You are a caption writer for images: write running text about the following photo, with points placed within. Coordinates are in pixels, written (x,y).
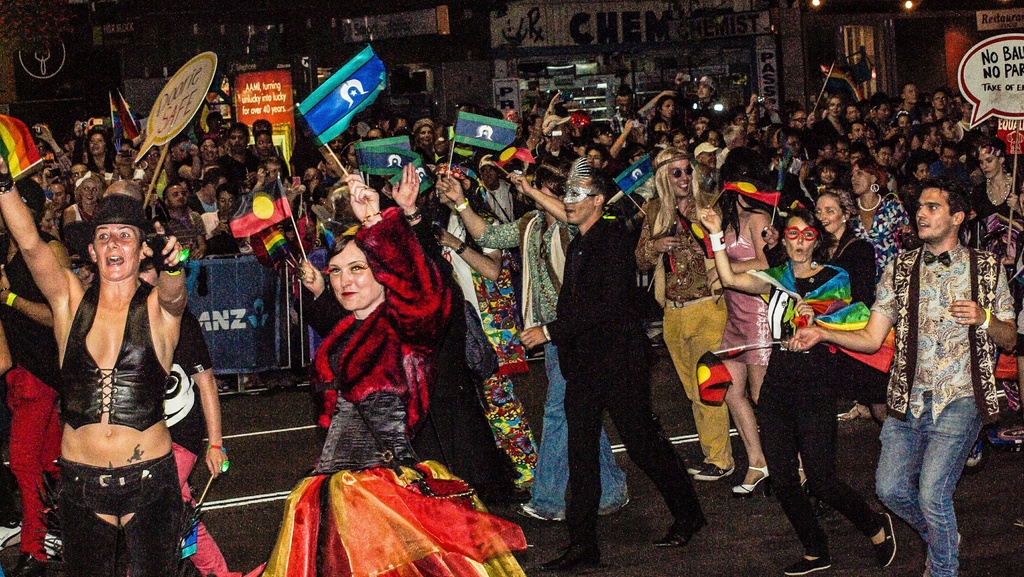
In the center of the image (570,229) we can see a few people (570,302) are standing and they are smiling, which we can see on their faces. And they are in different costumes (449,341). And we can see a few people (524,352) are holding flags (813,292) and banners (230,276). In the background (592,87), we can see buildings (516,5), banners (516,5), few people (626,112) are standing, few people (933,178) are holding some objects (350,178) and a few other objects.
